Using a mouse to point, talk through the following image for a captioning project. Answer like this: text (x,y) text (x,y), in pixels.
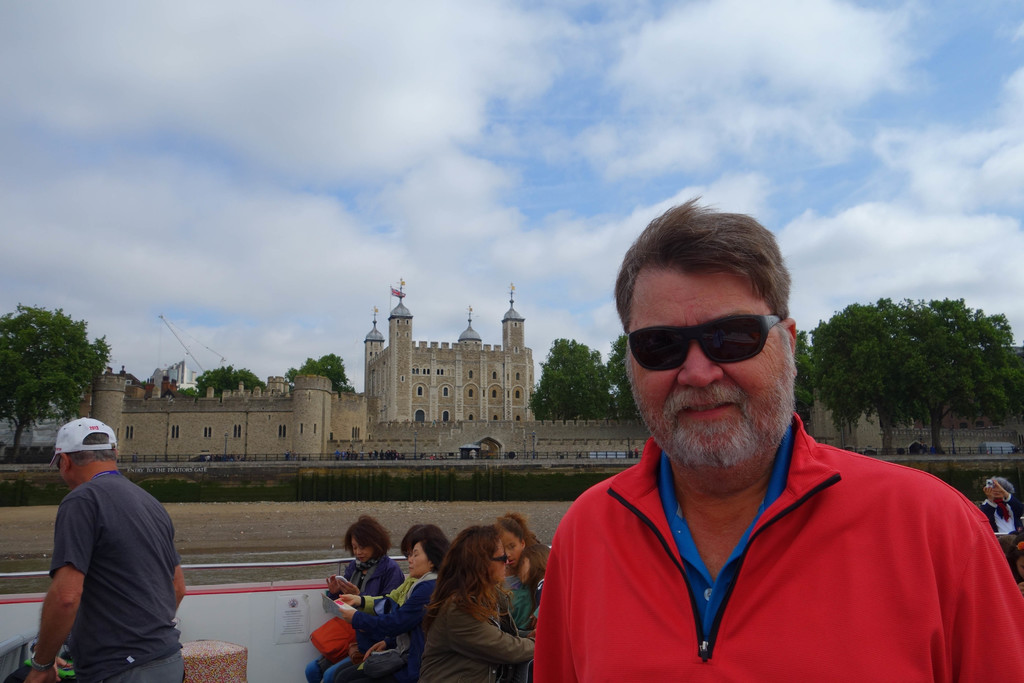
At the foreground of the image (670,413) there is person (789,521) wearing red color T-shirt (799,514), black color goggles (668,348) standing, there are some persons (497,556) sitting and at the background of the image (351,442) there is road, palace (517,414), some trees (978,400) and cloudy sky (455,234).
